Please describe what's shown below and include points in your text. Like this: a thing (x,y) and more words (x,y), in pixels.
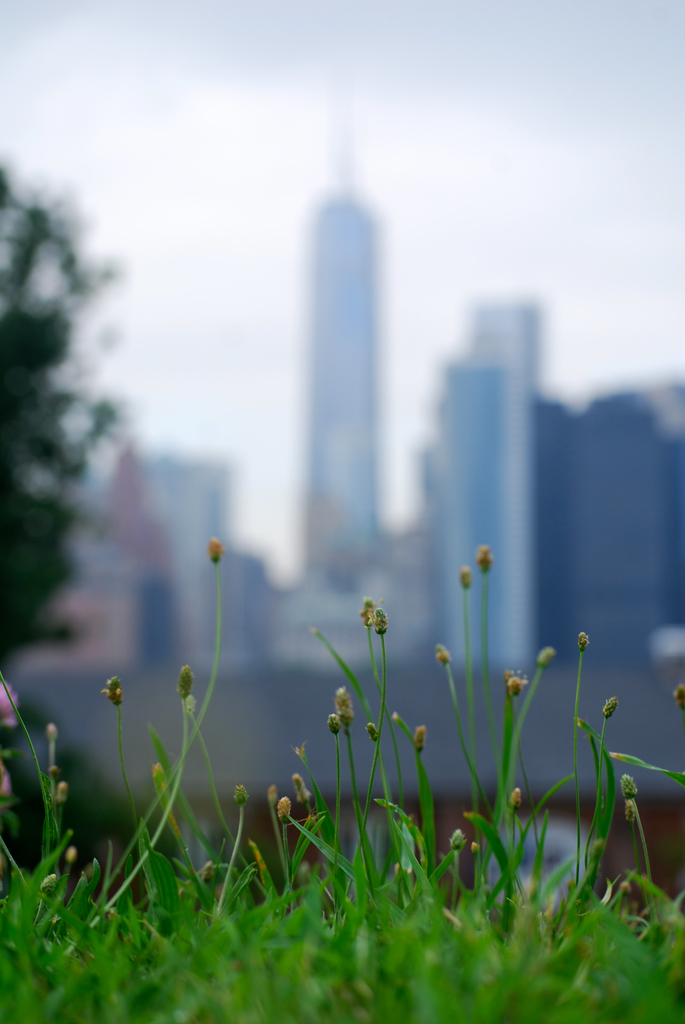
This image consists of green grass (401,927) on the ground (330,902). To the left (55,448), there is a tree (41,452). In the background (108,643), there are skyscrapers (373,464). And the background (678,294), there is blurred.
